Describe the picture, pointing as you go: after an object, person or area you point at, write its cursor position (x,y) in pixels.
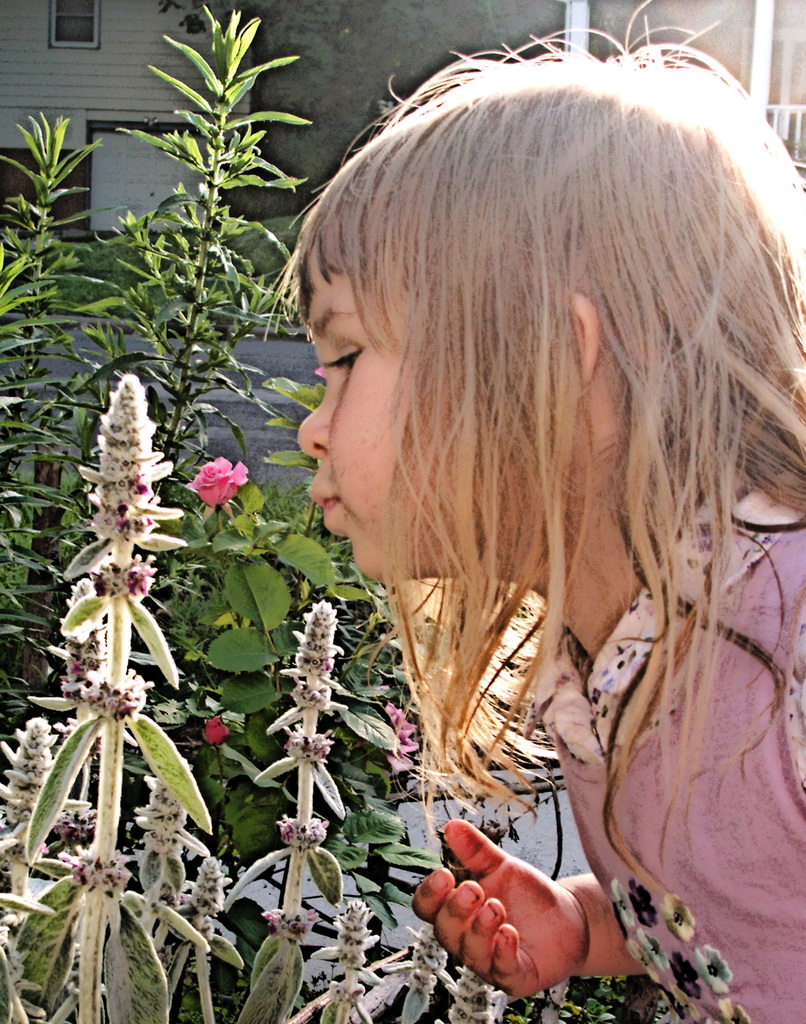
In the picture I can see a girl (448,603) and flower plants (196,684). In the background (408,64) I can see a building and other objects (340,83).
